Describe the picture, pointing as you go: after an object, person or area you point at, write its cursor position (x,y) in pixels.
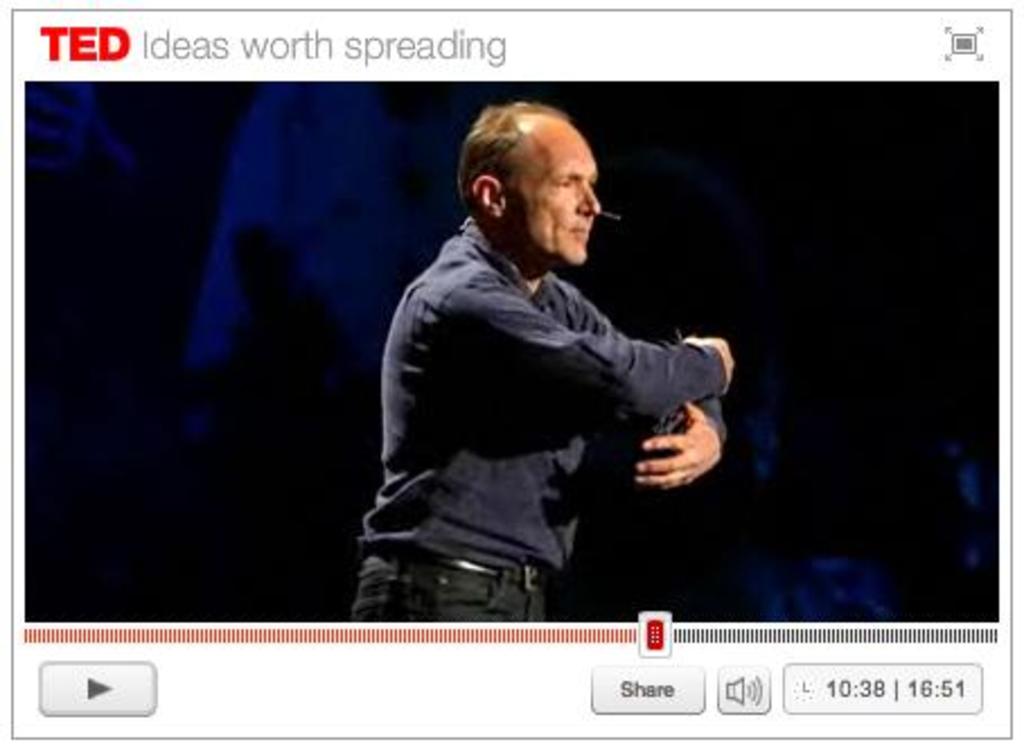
In this image in the middle (510,401), there is a man (492,392), he wears a shirt (479,448), belt (481,569), trouser (462,604). At the bottom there is a text (669,691). On the top (305,60) there is a text (327,58).
